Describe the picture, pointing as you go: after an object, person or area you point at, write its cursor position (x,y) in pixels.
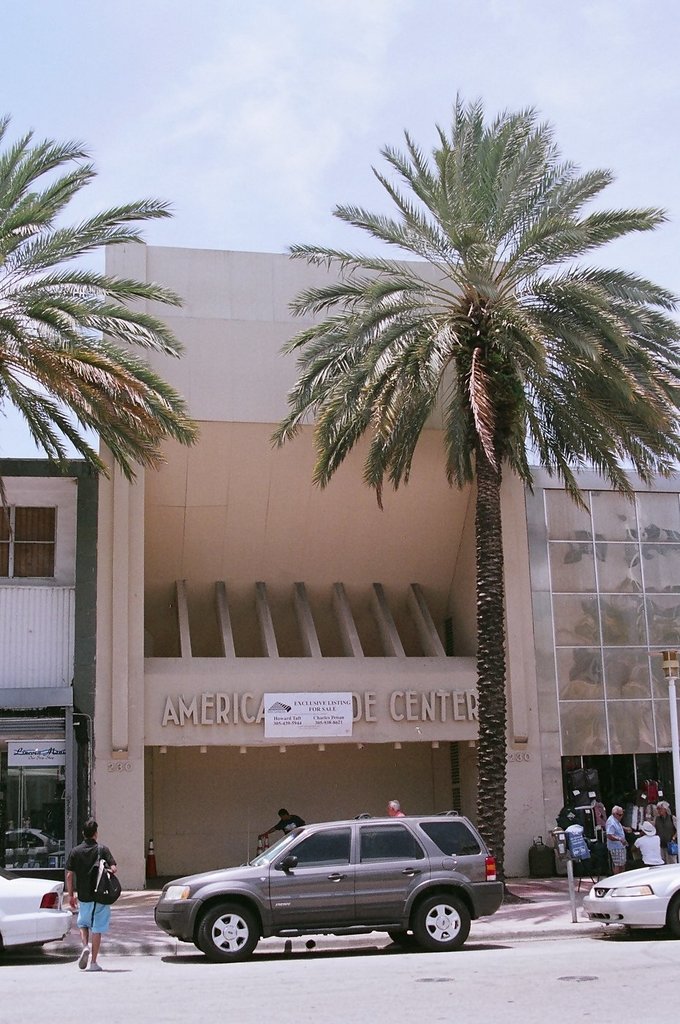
In this image there is the sky (317,99) towards the top of the image (290,91), there is a building (348,524), there is text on the building (349,693), there is a paper (332,710) on the building (355,723), there is text (299,703) on the paper (312,719), there are trees (426,189), there is road (292,994) towards the bottom of the image (473,969), there are vehicles (386,888) on the road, there is a man (83,876) walking on the road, he is wearing a bag (102,868), there is a man (292,820) holding an object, there are a group of persons (617,822) towards the right of the image (609,825), there is a board (56,757) towards the left of the image (53,750), there is text (45,756) on the board (41,754).
